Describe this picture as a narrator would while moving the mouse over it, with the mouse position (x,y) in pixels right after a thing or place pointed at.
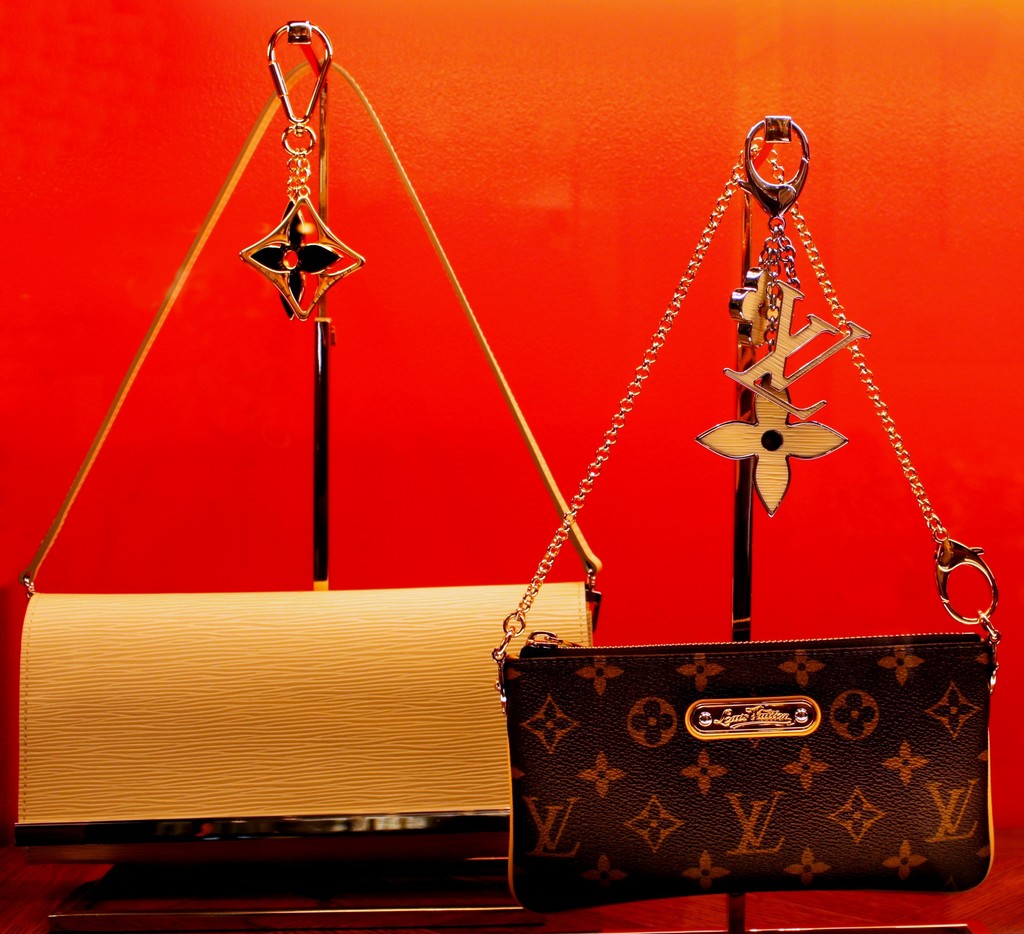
We see two wallets (567,628) in this picture.
